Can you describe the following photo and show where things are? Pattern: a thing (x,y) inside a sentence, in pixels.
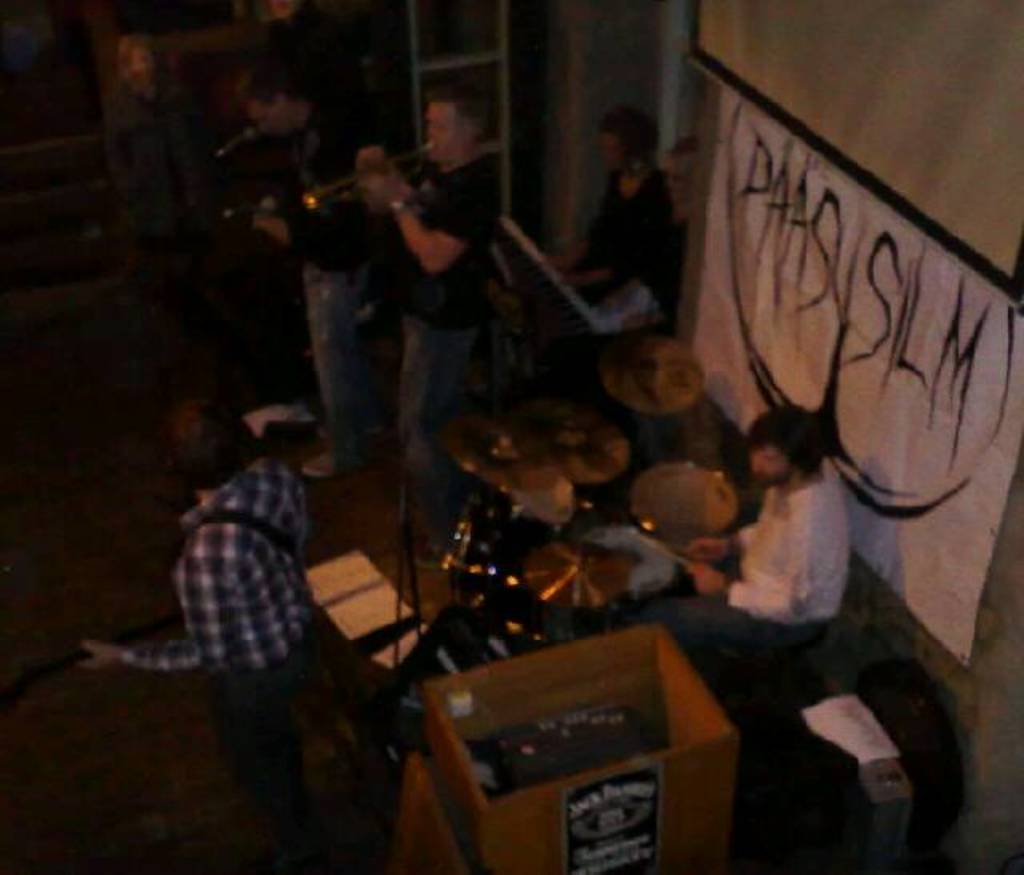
In this image we can see a group of people (804,534). One person (250,634) is holding a guitar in his hands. One person (425,237) is holding a trumpet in his hands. On the right side of the image (818,540) we can see two men (792,512) sitting and a banner (807,358) with some text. In the center of the image (539,514) we can see a book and some musical instruments (570,469) placed on the ground (696,673). On the left side of the image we can see microphone (250,134) on stands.
